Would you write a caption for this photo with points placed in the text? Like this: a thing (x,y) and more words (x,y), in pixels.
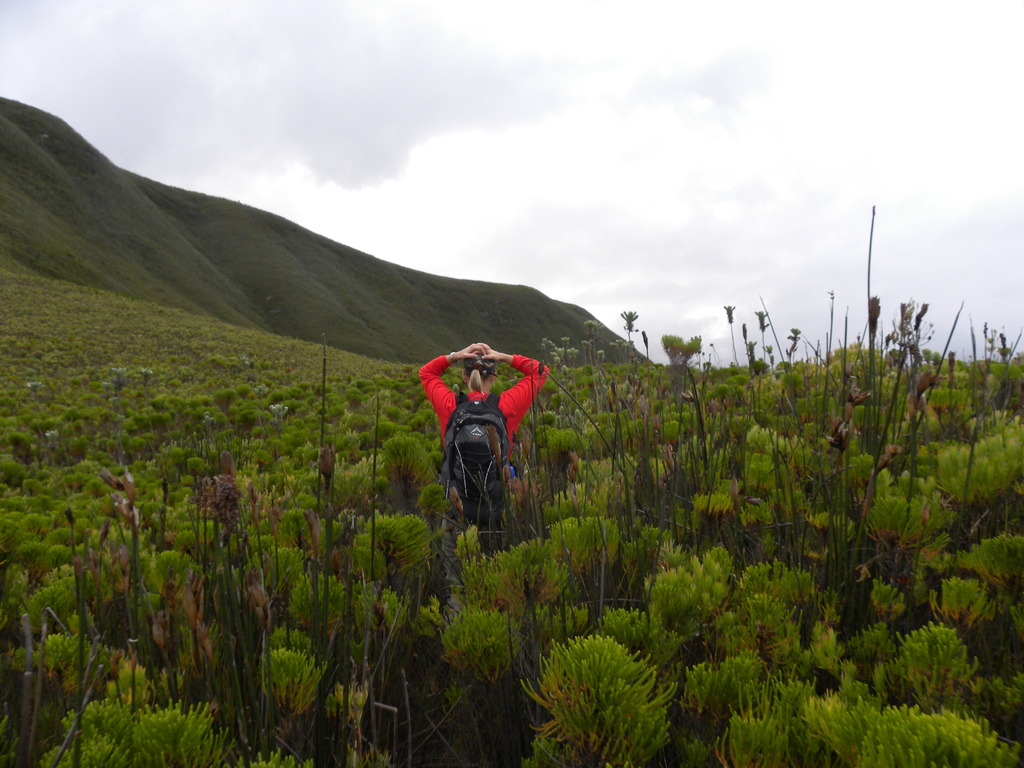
In the image we can see some plants (418,383). In the middle of the image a person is standing. At the top of the image (8,118) there are some clouds (956,262) and hills (410,314) and sky (978,43).
